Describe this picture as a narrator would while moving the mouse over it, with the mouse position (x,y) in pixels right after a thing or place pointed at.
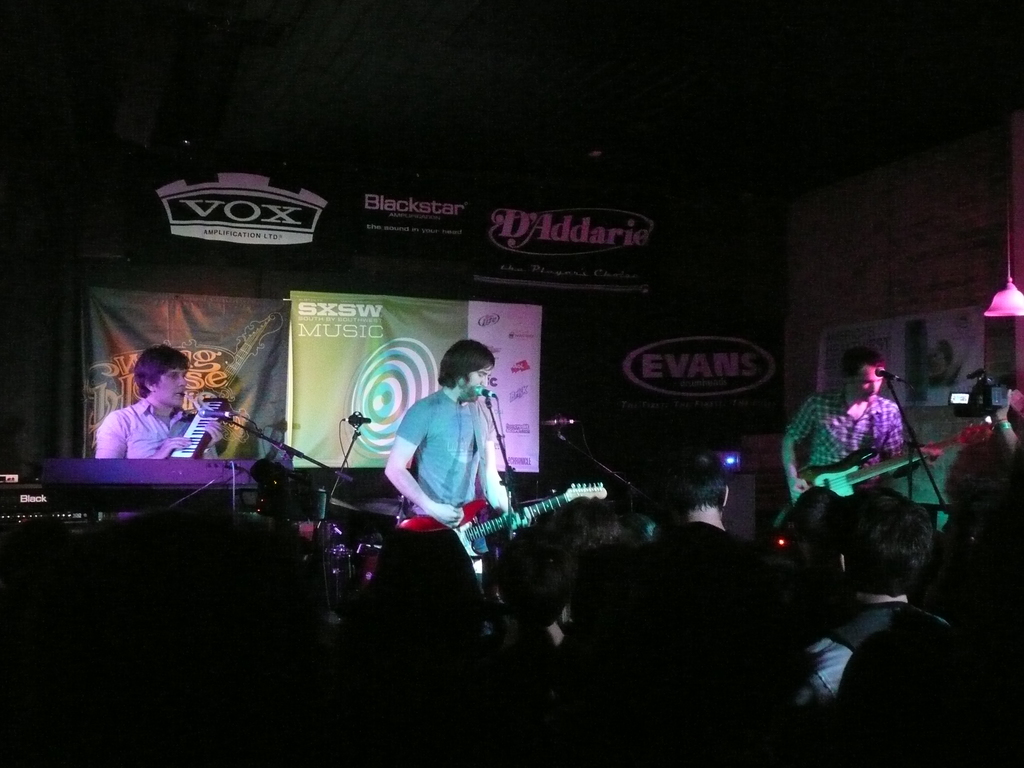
In this image we can see a person (460,389) wearing a guitar (472,529). There are mics (509,475). At the bottom of the image (543,599) there are people (752,575) standing. In the background of the image (346,253) there is banner (160,184) with some text (534,230). There is a screen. At the top of the image (443,33) there is ceiling (392,32). To the right side of the image (809,419) there is a person (799,434) standing holding a guitar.
